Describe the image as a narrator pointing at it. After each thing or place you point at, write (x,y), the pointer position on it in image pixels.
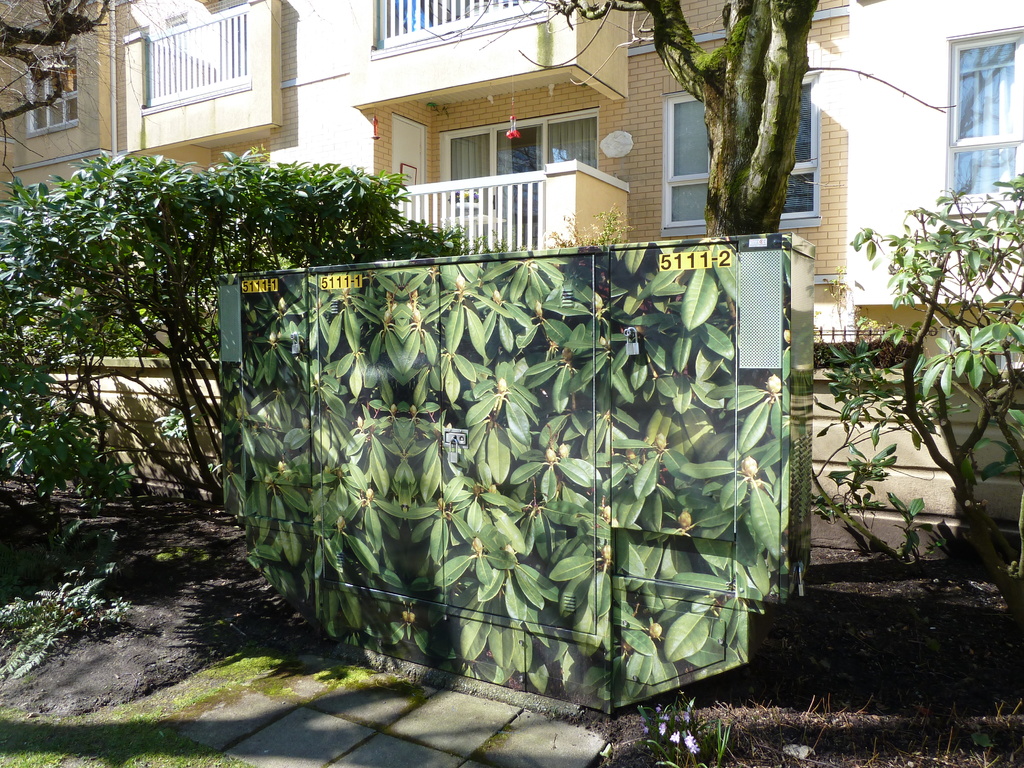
In this picture we can see plants (69,247) and in the background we can see a building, windows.
